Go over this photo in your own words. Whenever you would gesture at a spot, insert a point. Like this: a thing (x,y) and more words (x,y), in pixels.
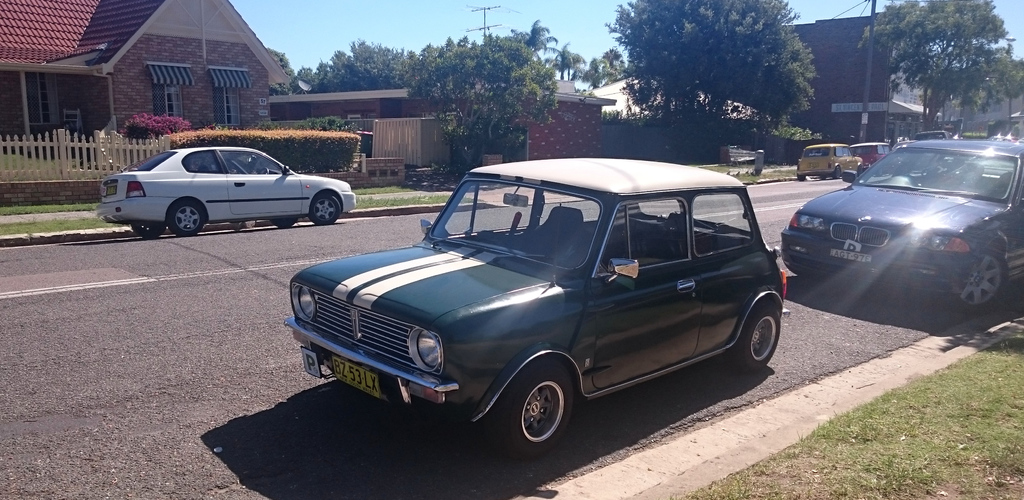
In this image we can see few cars (698,183) on the road (210,288), there are few buildings (856,82), trees (486,107), fence (71,179), poles (486,26) and the sky (501,18) in the background (318,20).
